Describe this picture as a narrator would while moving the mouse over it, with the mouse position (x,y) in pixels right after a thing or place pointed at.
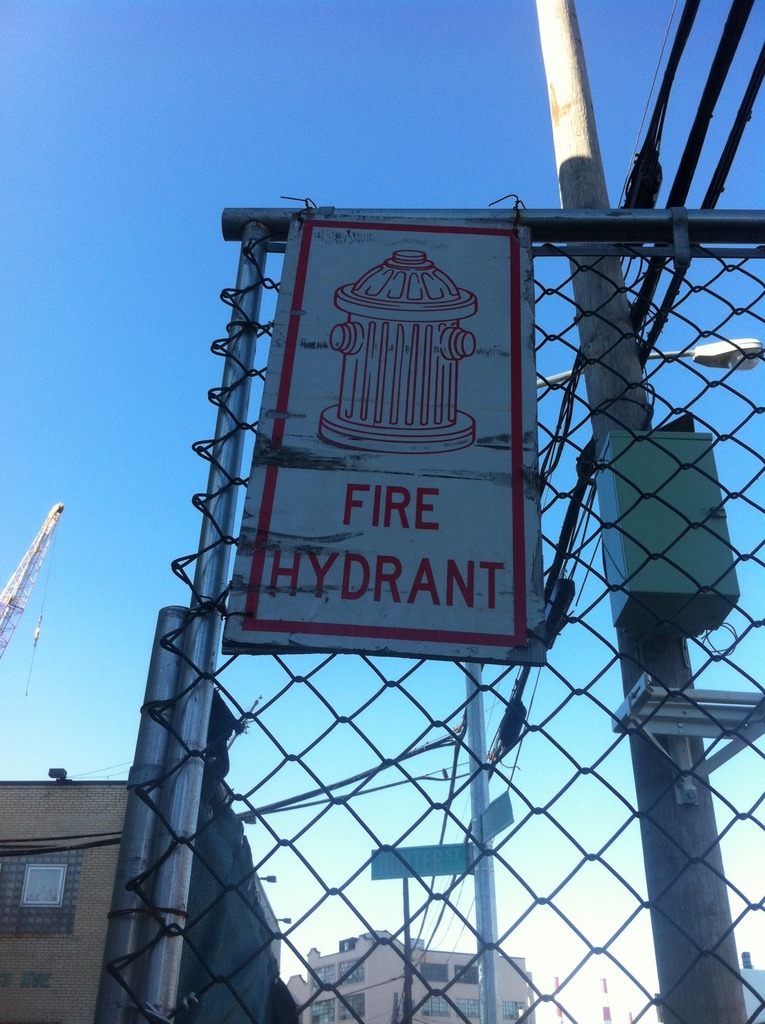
In the middle of the picture (453,584), we see a white board (421,462) with text (384,562) written as "Fire hydrant". Behind that, we see the fence (242,777) and iron rods (200,684). Behind that, we see electric poles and street light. There are buildings (373,961) in the background (274,912). On the left side (43,556), we see a tower (39,545). At the top (278,87), we see the sky (239,142), which is blue in color.
